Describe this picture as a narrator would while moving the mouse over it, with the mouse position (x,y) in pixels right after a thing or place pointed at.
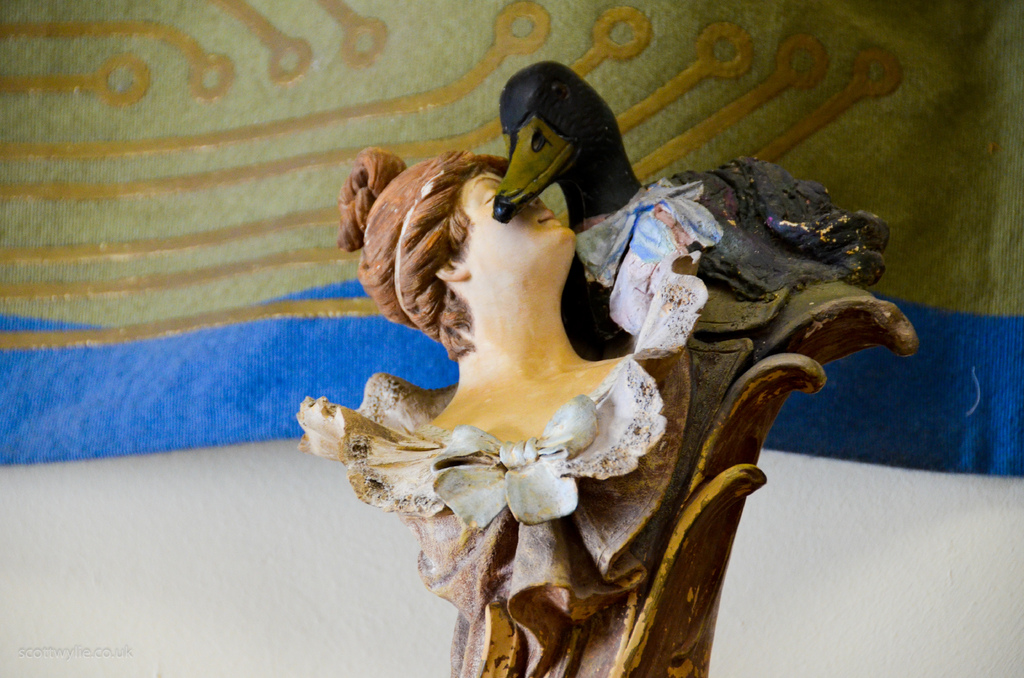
In this image we can see a sculpture (547,393). In the background of the image (49,560) there is a cloth (351,405) and wall (281,533).
